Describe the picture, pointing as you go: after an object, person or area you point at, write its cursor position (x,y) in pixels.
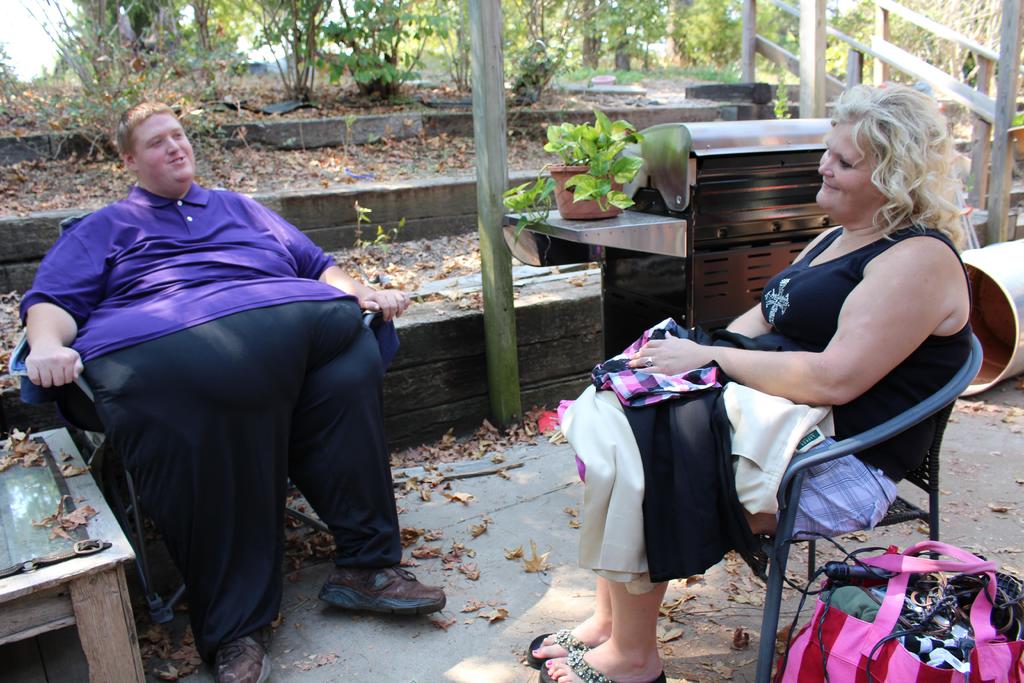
In this image there are two people (187,443) sitting in chairs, besides them there are some objects (31,507) and dried leaves (92,508) on the surface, in the background of the image (581,332) there is a wooden fence (480,334), wooden pole (500,194), a plant (606,161), some objects (727,233), concrete fence (529,307) and trees (90,45).
